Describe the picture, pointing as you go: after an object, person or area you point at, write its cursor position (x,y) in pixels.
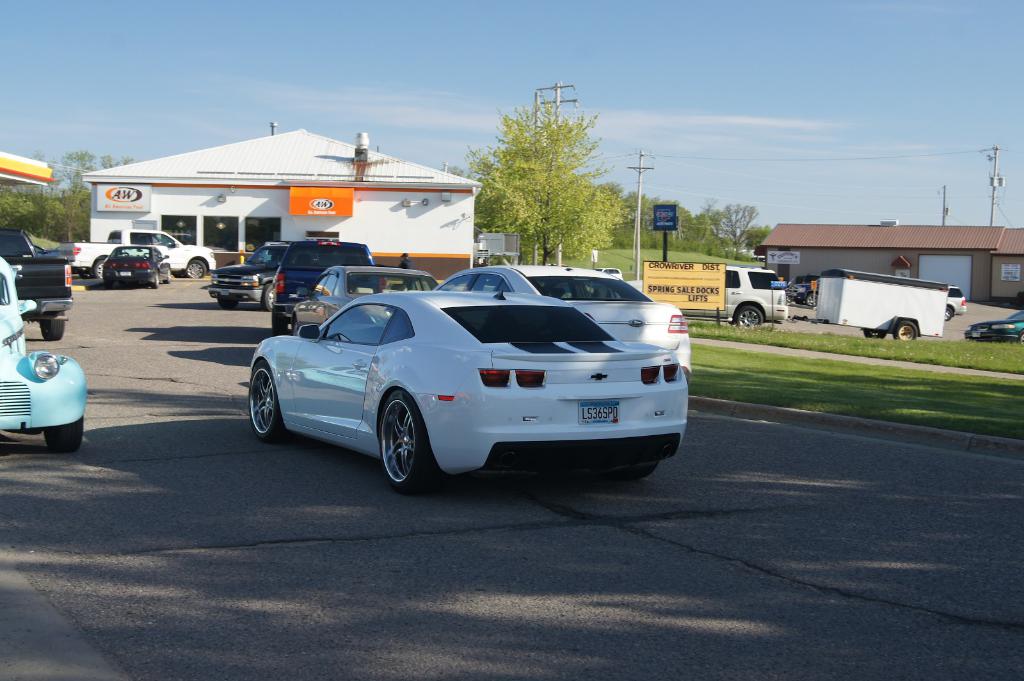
In this image we can see vehicles (688,356) on the road (703,448). Here we can see the grass (787,375), boards (714,262), current poles (995,153), wires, houses (253,188), trees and the sky (473,134) in the background (562,185).
